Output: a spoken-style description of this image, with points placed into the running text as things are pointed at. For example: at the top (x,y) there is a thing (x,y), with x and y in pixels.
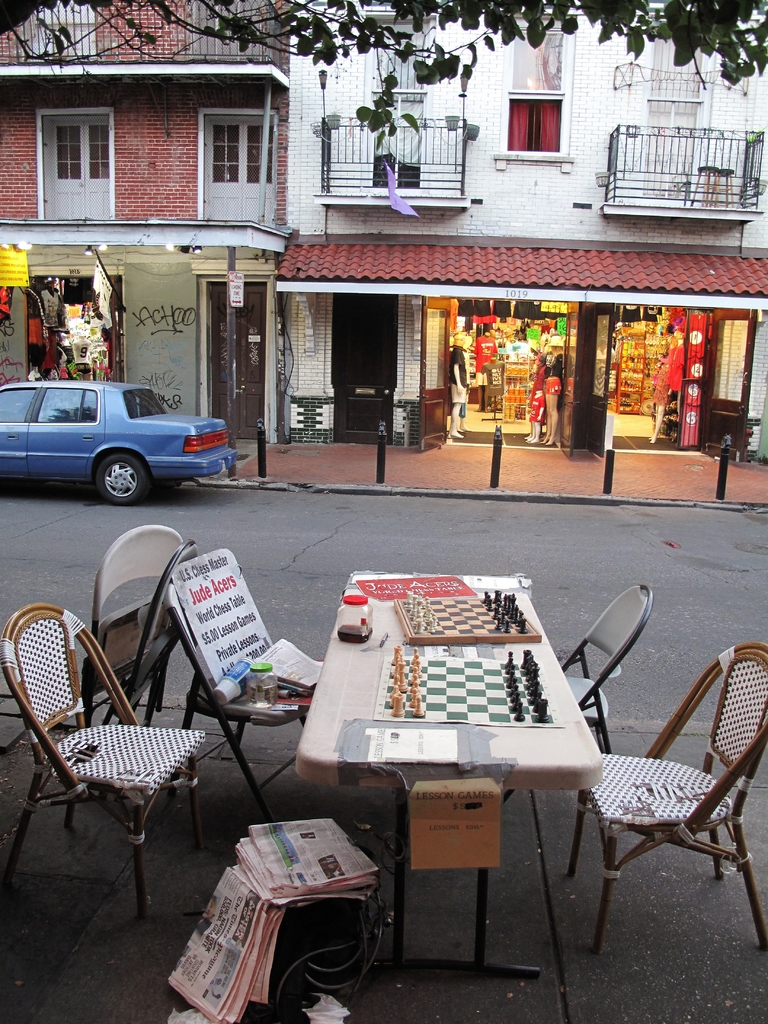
In this picture we can see a table (484,882). On the table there are chess boards (443,629). These are the chairs (163,632). Here we can see a car (147,464) on the road (350,511). On the background (574,184) there is a building (637,170) and this is window (249,128).
